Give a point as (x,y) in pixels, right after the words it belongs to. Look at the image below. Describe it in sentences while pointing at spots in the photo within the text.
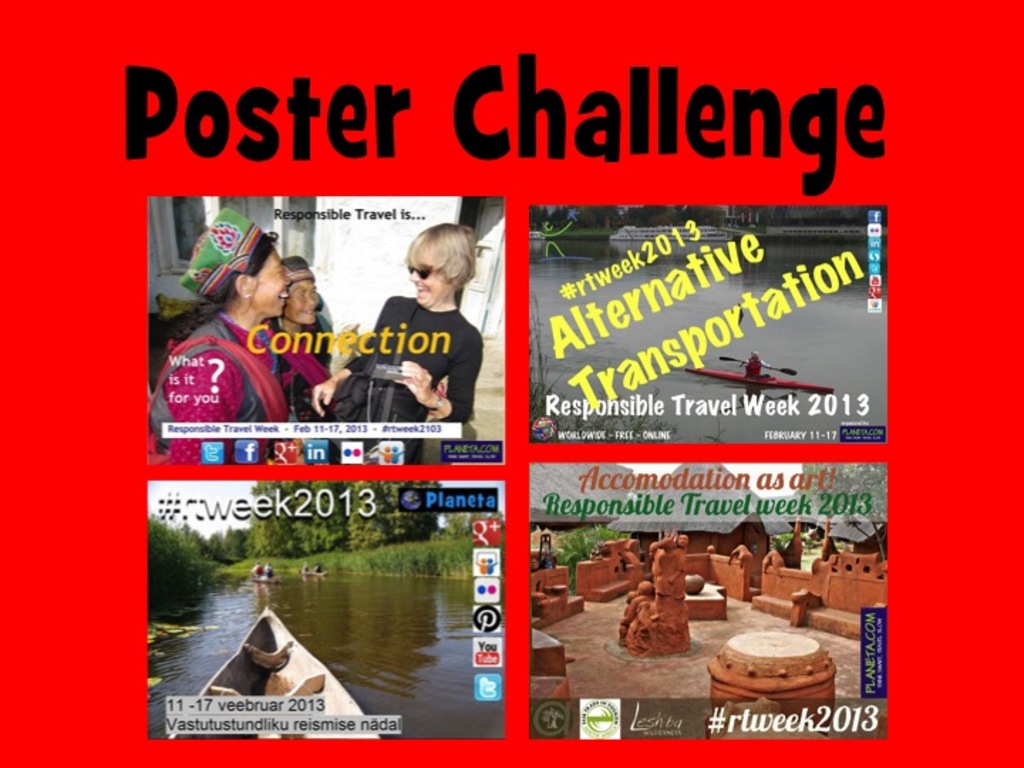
This image consists of a poster (852,496). On this poster (668,274), I can see the text (749,89) and four pictures (696,536). In the bottom right-hand (700,575) picture there are few wooden objects (677,595) and houses (649,513). In the bottom left-hand (218,586) image, I can see the boats (267,628) on the water (296,603) and many trees (303,539). In the top left-hand (260,252) picture, I can see few people (430,347) smiling. In the top right-hand (742,253) image there is a boat (781,382) on the water (839,351).
